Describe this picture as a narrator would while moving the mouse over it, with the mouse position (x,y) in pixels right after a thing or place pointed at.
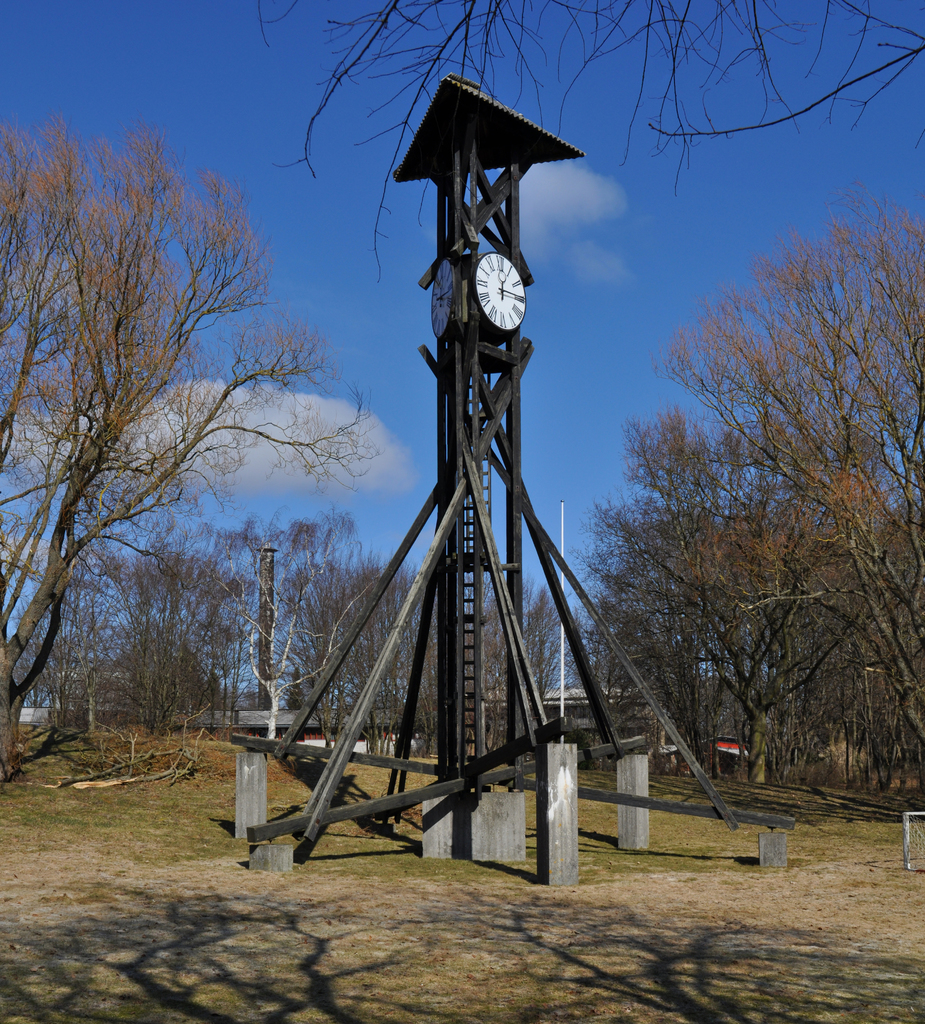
At the center of the image (529,348) there is a clock tower (323,786), in the background (851,617) there are trees (770,626) and the sky (638,284).
